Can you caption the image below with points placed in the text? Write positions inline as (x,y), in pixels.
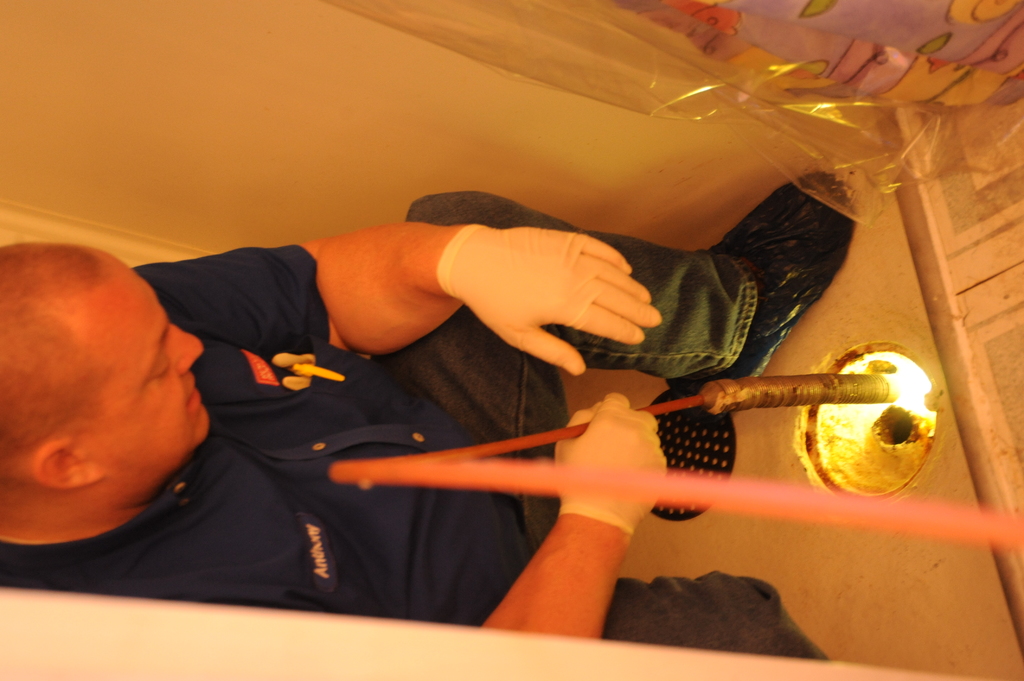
There is a man (372,491) sitting in a bathtub (662,558) and holding a stick (753,500). We can see light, wall (248,180) and floor (983,314).
